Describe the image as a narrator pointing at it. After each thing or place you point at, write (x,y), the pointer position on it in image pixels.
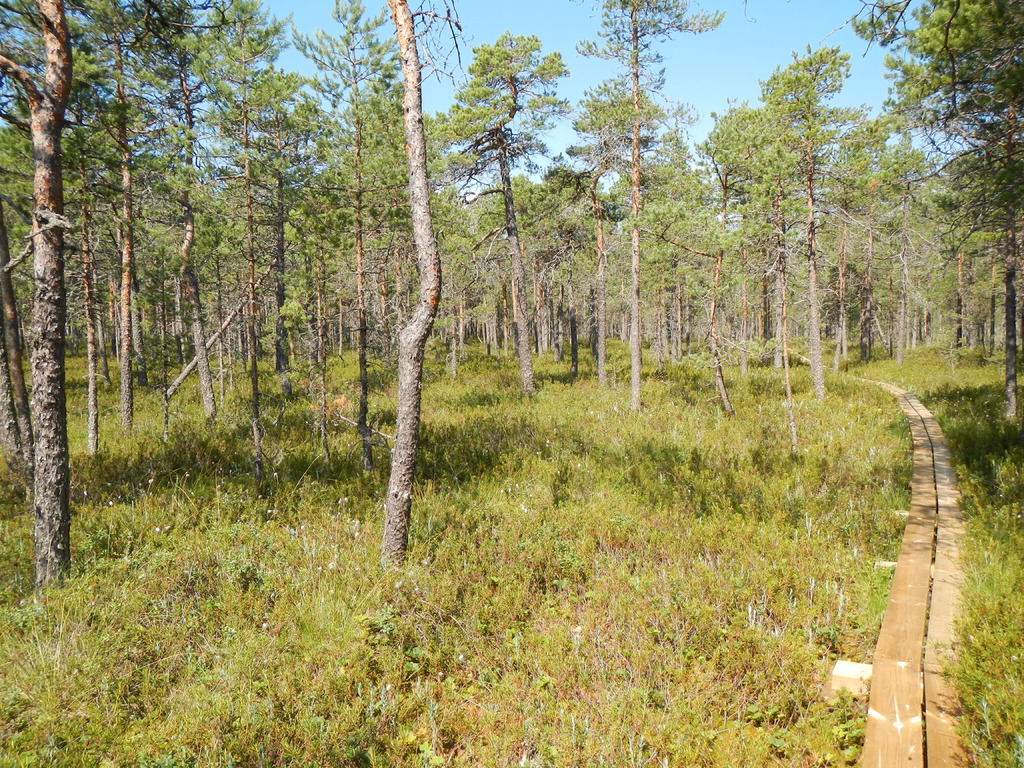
We can see plants (317,629), grass (304,626), trees (414,344) and sky (685,47) in blue color.
